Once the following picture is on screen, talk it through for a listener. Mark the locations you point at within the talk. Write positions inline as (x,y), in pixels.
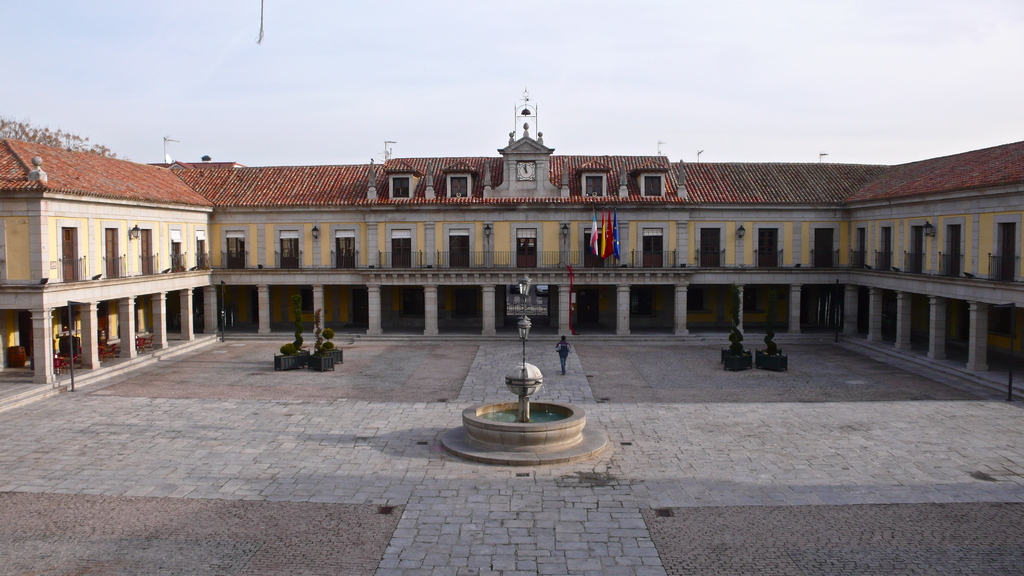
In this picture we can observe a building (487,286). We can observe four flags (603,234). There is a fountain (527,395) in front of this building (564,334). We can observe a person (562,347) walking in this path (491,369). On the left side (46,140) we can observe a tree (70,140). In the background (124,151) there is a sky (130,112).
